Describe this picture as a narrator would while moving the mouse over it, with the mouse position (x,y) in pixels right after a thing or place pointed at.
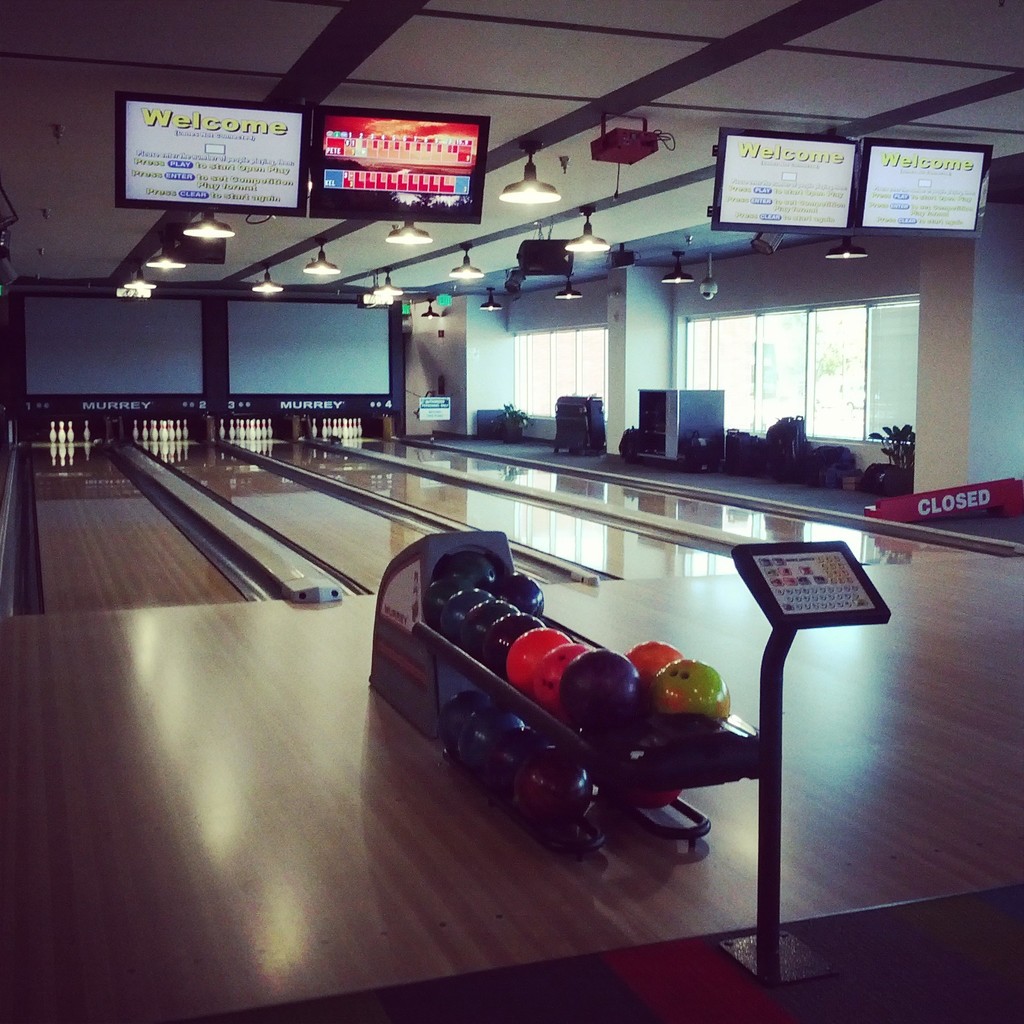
In the image we can see there are bowling balls (710,701) kept on the stand (537,712) and there are bowling pins (186,433) kept on the floor (277,451). It's written ¨Closed¨ on the banner (939,505) and there are tv screen (411,147) on the top (829,173). There is a projector (647,148) and there are lights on the top (602,138).
